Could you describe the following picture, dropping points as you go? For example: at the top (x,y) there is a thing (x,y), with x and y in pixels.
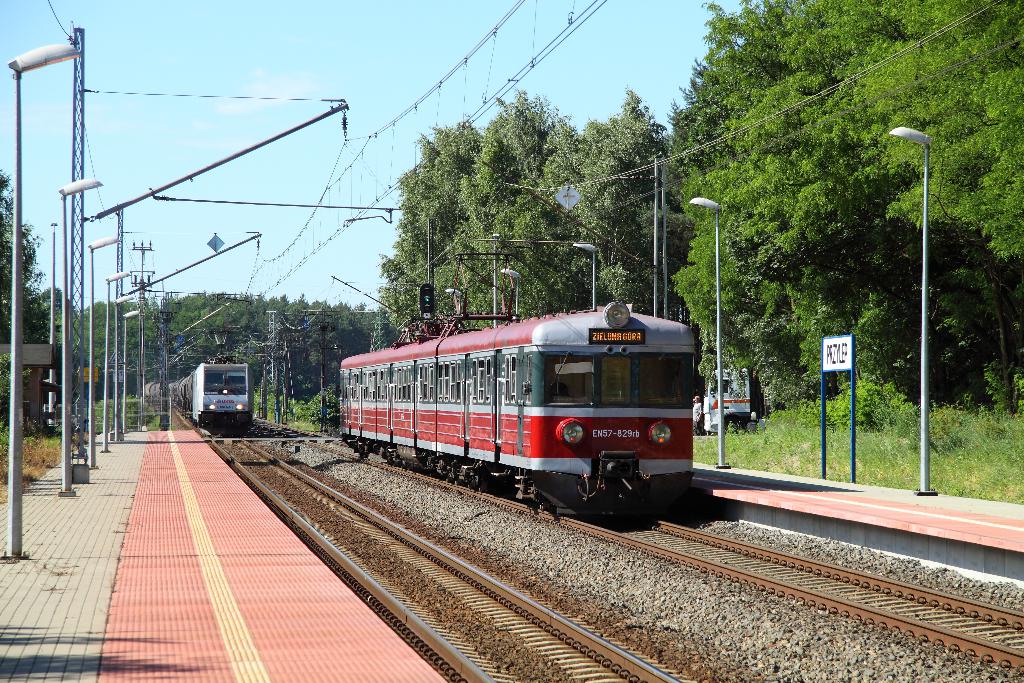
In this image we can see the trains (486,408) on the tracks (418,593). We can see the electrical poles (140,383), cables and lights (56,61). We can see the platform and surrounding trees (899,197).
